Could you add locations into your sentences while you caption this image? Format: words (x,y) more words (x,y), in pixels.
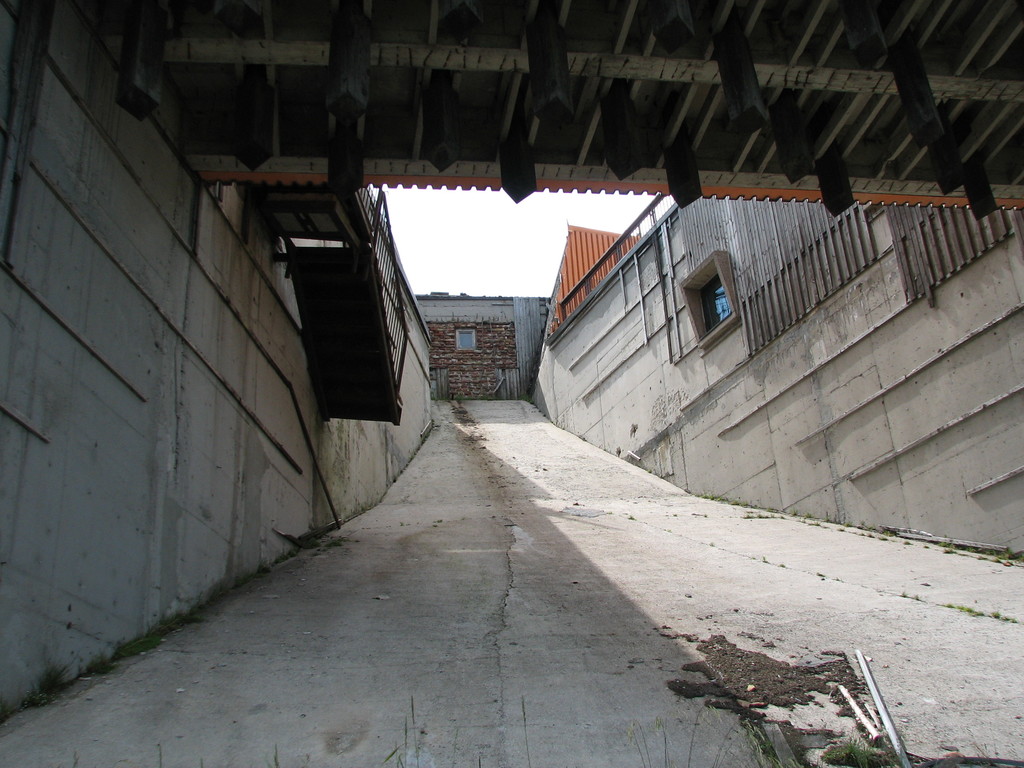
In this image I can see the path (498,566), few pipes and some grass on it. I can see few buildings (697,328), two windows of the building (475,343), a bridge (377,172) on the top of the image (580,84) and in the background (394,212) I can see the sky (470,244).
